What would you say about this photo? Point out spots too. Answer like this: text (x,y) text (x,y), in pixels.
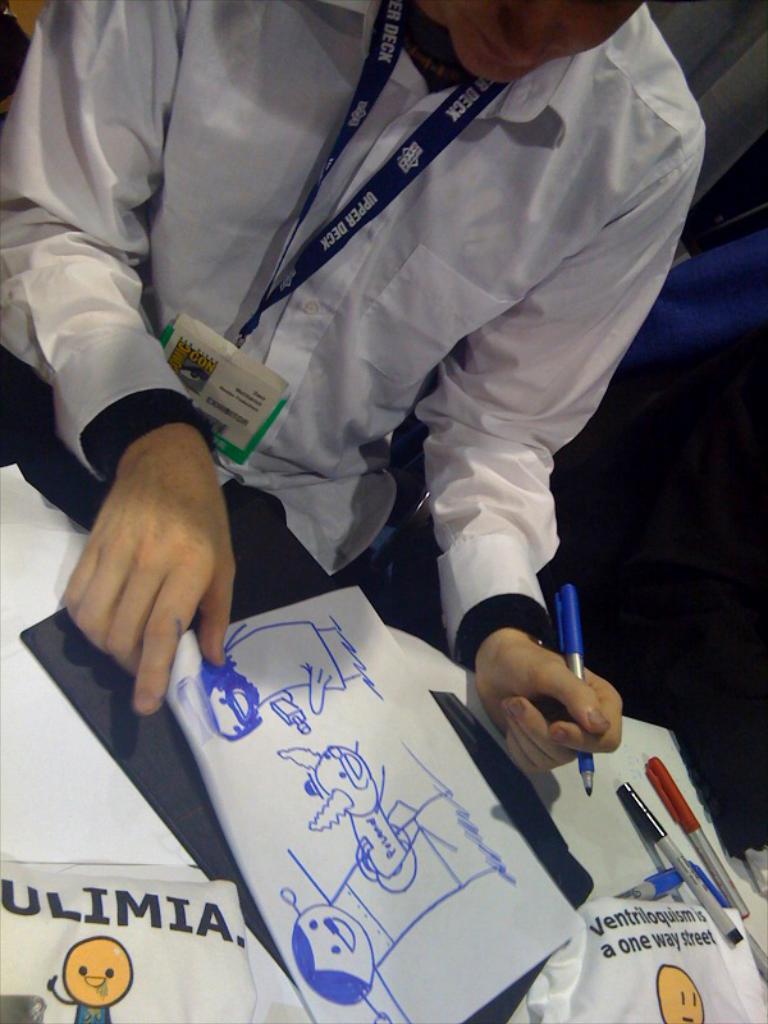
In this image we can see a man (545,684) holding a pen (590,766) and there is a table (556,771) in front of him and we can see a paper (217,771) with an art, pens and some other objects (245,906) on the table (584,838).
